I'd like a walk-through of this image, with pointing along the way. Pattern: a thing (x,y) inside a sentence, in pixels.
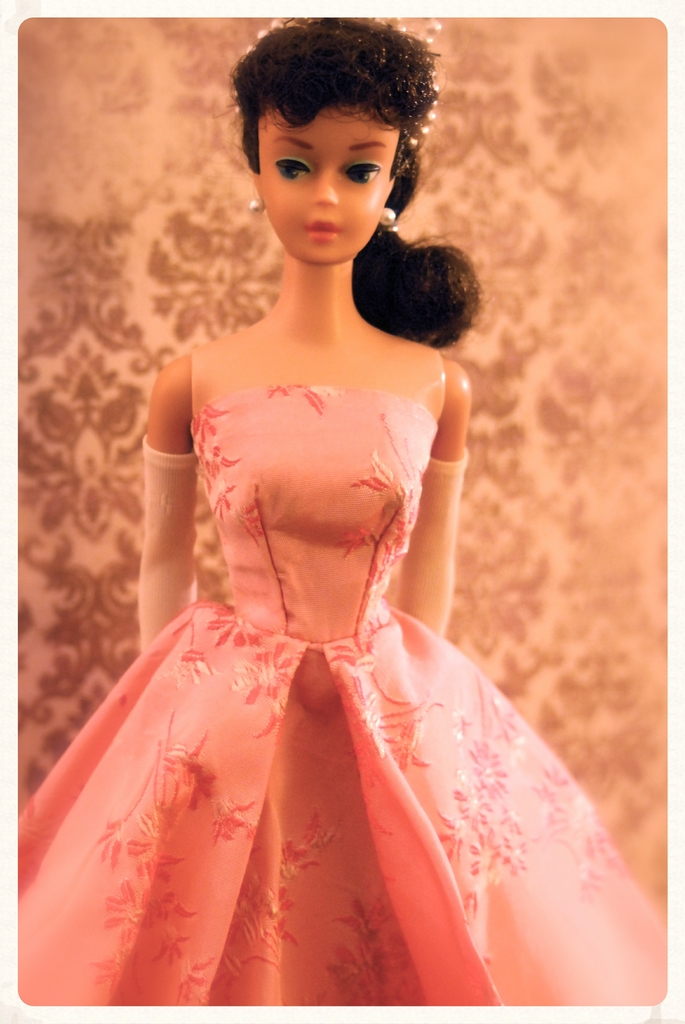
In the center of the image (362,594) we can see a doll (274,524) with a different costume (296,596). In the background (24,369) there is a wall (466,341) with some design (68,223) on it.
